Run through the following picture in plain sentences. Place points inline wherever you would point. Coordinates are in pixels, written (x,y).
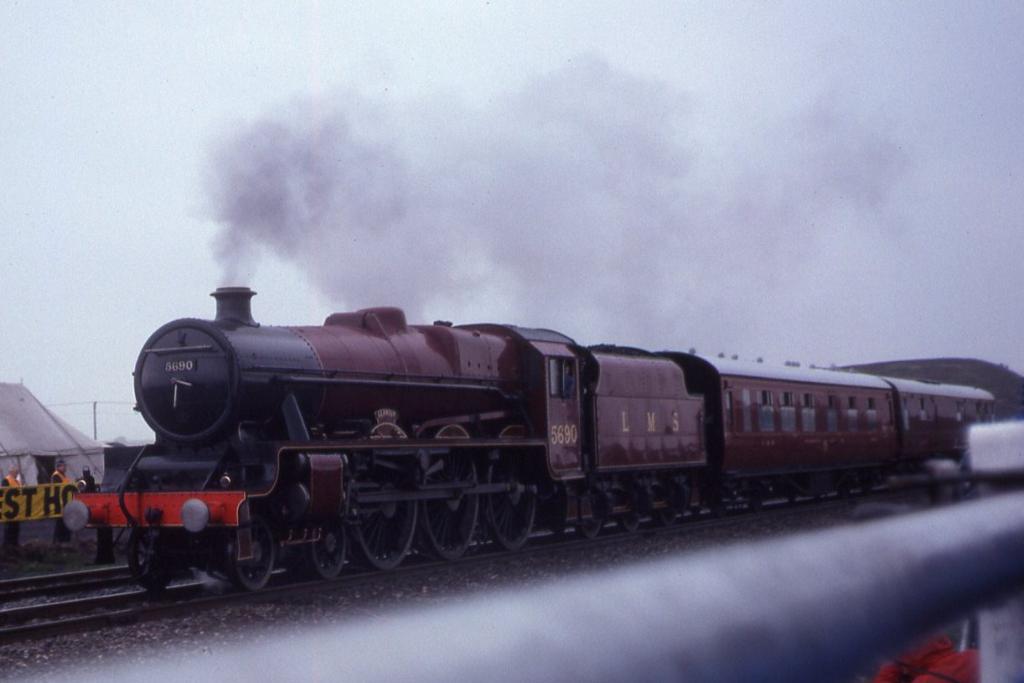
There is a train (442,447) moving on the railway track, it is emitting smoke (329,290) from the top (236,299) and there is a tent (72,461) behind the train (107,496) and two people (56,470) were standing outside the tent (40,469).
